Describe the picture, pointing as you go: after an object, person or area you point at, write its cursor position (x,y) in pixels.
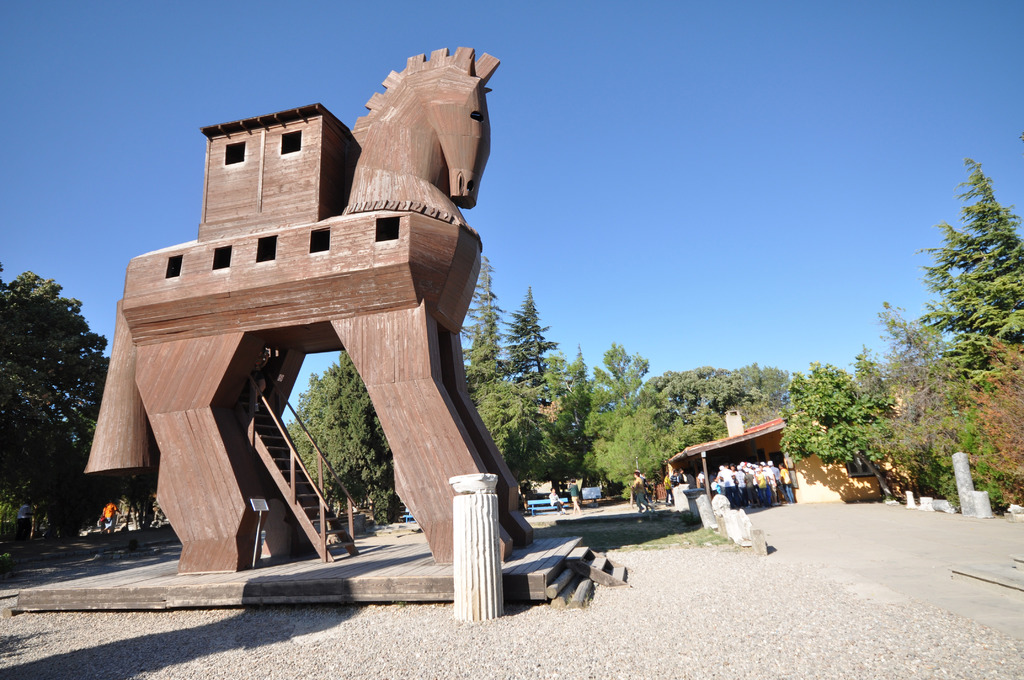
In this image we can see a wooden sculpture (198,521) and stairs (271,451) to it, barrier poles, persons (742,470) standing on the ground (766,583), shed (713,444), benches (544,499) and persons (558,508) sitting on them, trees (142,485) and sky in the background (808,400).
